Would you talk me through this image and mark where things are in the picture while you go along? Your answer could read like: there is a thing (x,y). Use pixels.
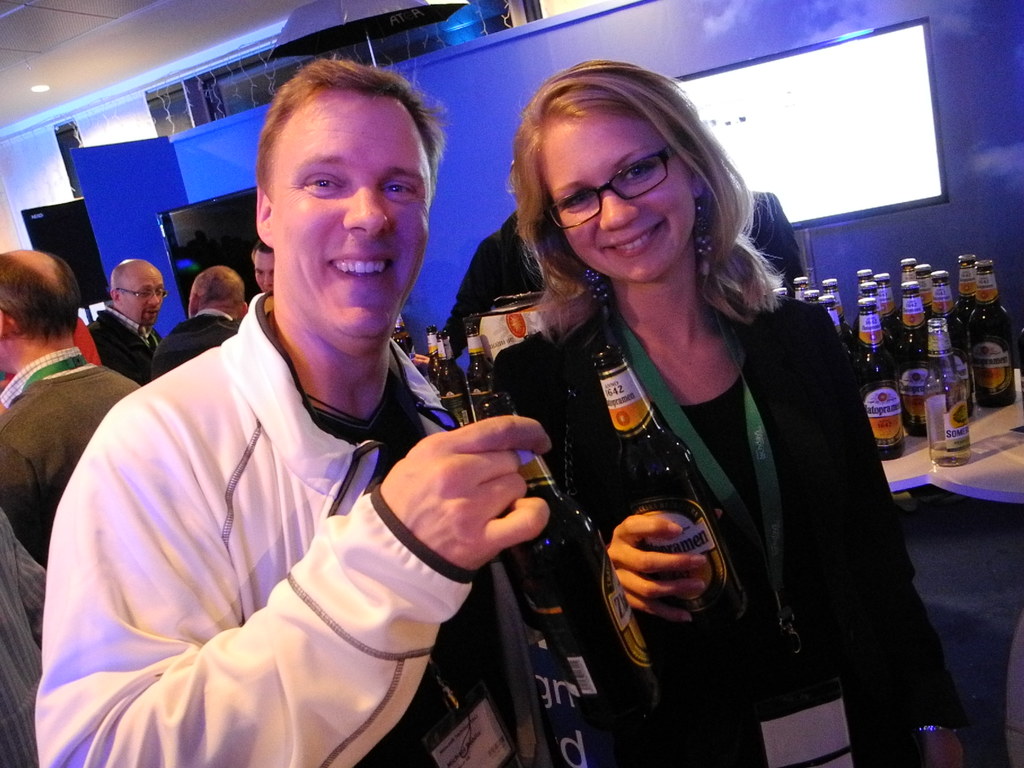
In the middle of the image (681,259) few people (619,236) are standing and holding bottles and smiling. Behind them there is a table (1008,475), on the table (985,407) there are some bottles (926,407). At the top of the image (990,57) there is a wall (17,178), on the wall (967,40) there are some lights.
